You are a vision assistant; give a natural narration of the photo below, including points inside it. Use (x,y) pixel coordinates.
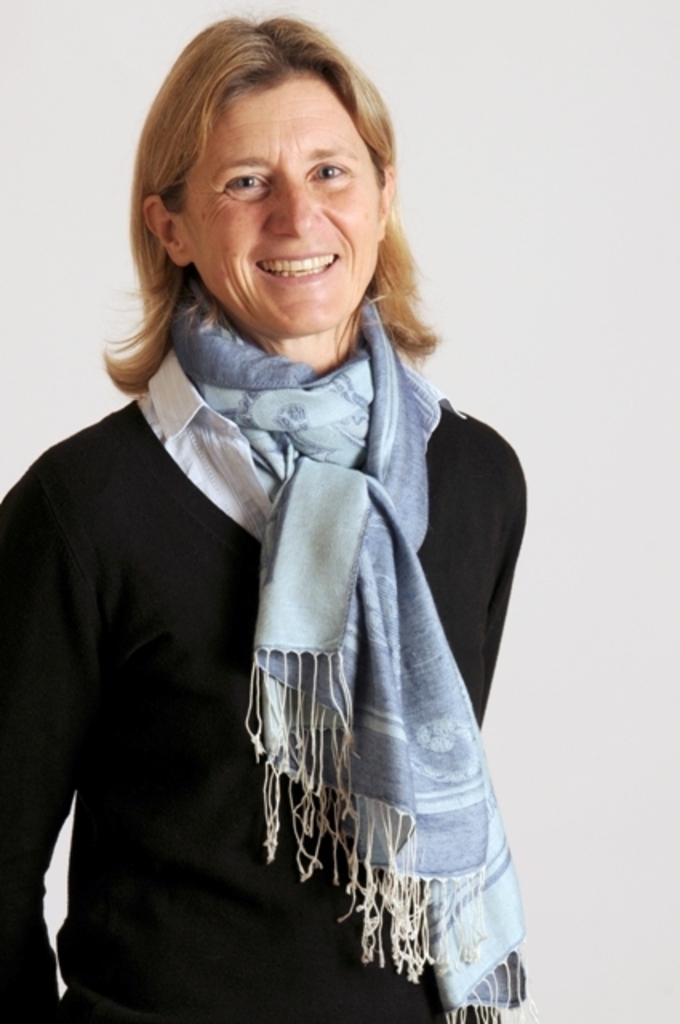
In this image we can see a woman (252,500) wearing a scarf (378,795) standing.
